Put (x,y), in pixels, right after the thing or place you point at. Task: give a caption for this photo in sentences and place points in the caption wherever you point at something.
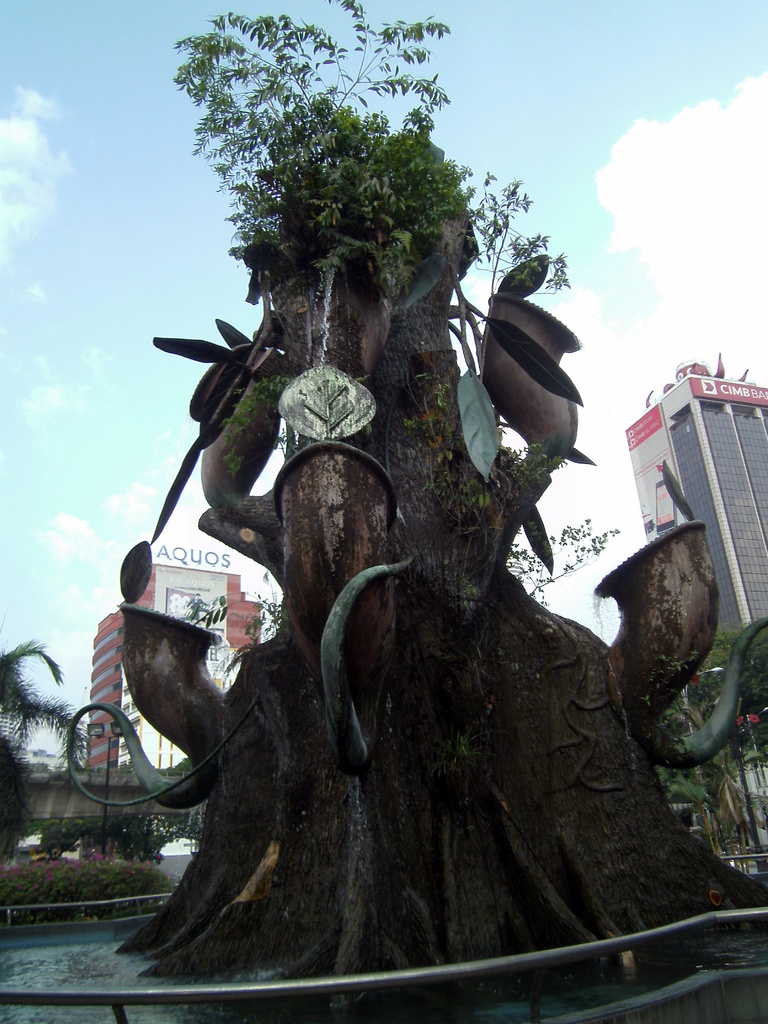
In the foreground of the picture (322,605) there is a tree (284,861), on the tree (514,682) there are sculptures (654,605). In the background (117,822) there are trees (174,825), buildings (756,423) and other objects (83,807). In the foreground (219,996) there is railing (668,932). Sky (712,202) is partially cloudy.
